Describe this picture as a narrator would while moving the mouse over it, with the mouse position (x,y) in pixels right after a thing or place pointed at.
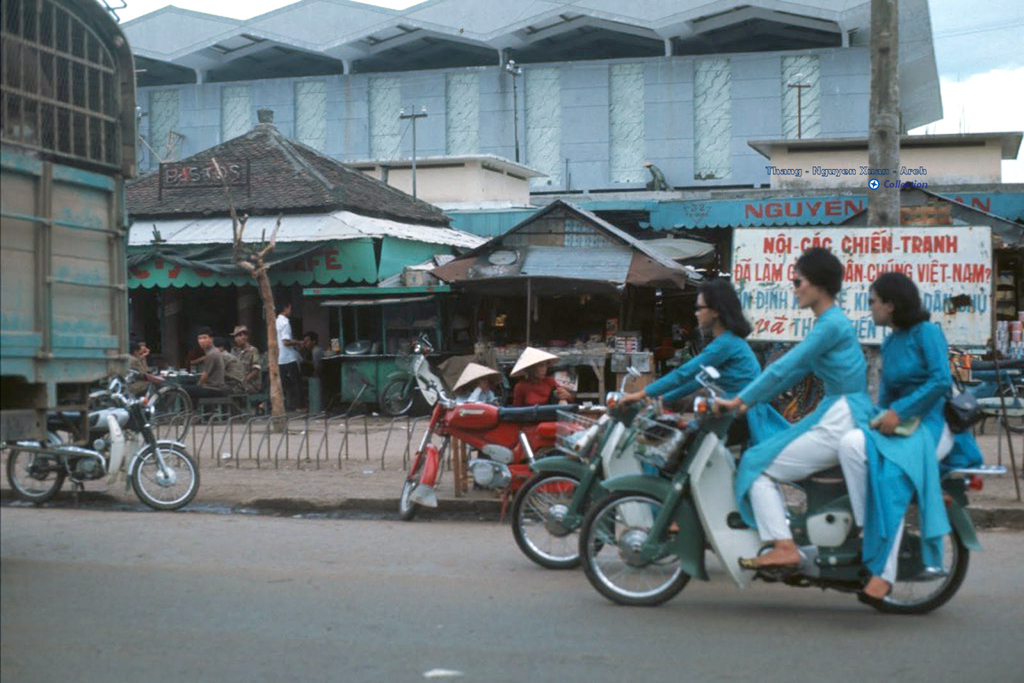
In the foreground (558,541), I can see a group of people (778,518) are riding bikes (522,531) on the road (372,671). In the background (448,437), I can see bikes (500,466) are parked, group of people (238,354) are sitting on the chairs (253,405) in front of tables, vehicles (28,255) on the road (374,656), boards (790,298), shops (646,266), buildings (464,200), pole (880,189) and the sky (985,14). This picture might be taken in a day.
